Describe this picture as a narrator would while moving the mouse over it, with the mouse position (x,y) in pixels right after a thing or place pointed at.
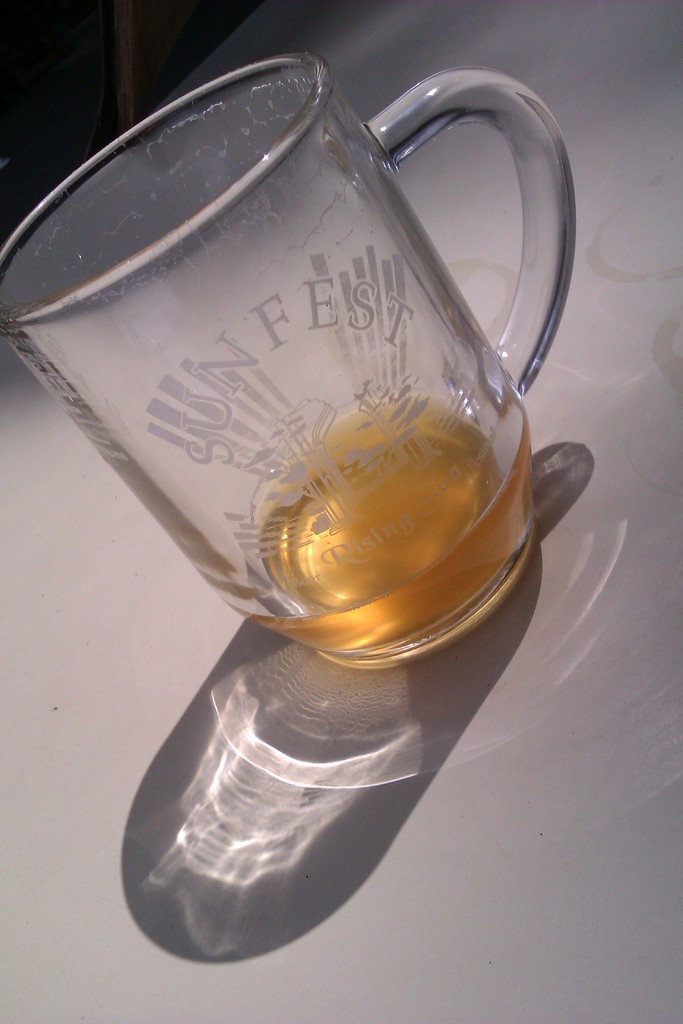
In the picture I can see a glass (370,395) of drink (410,517) and there is something written on the glass (258,371).
